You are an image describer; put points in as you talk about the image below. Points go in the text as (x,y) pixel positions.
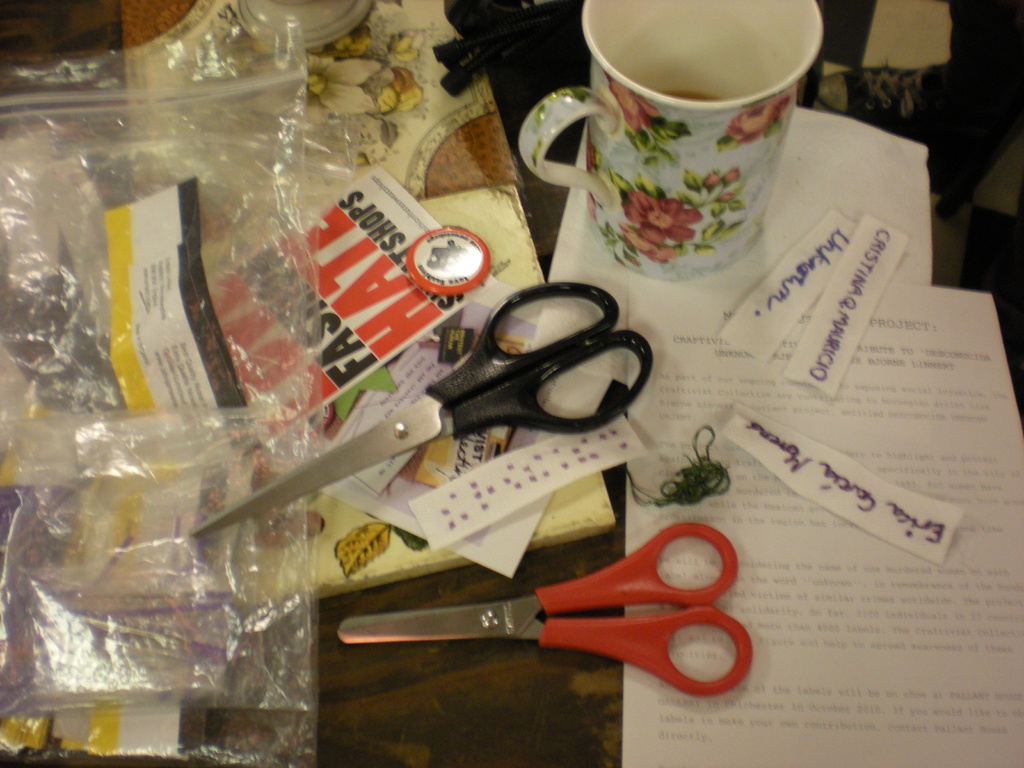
In this picture we can see a table (462,602), there are scissors (395,444), a plastic cover (269,339), a mug (713,178), some papers (777,223) present on the table (467,685).
